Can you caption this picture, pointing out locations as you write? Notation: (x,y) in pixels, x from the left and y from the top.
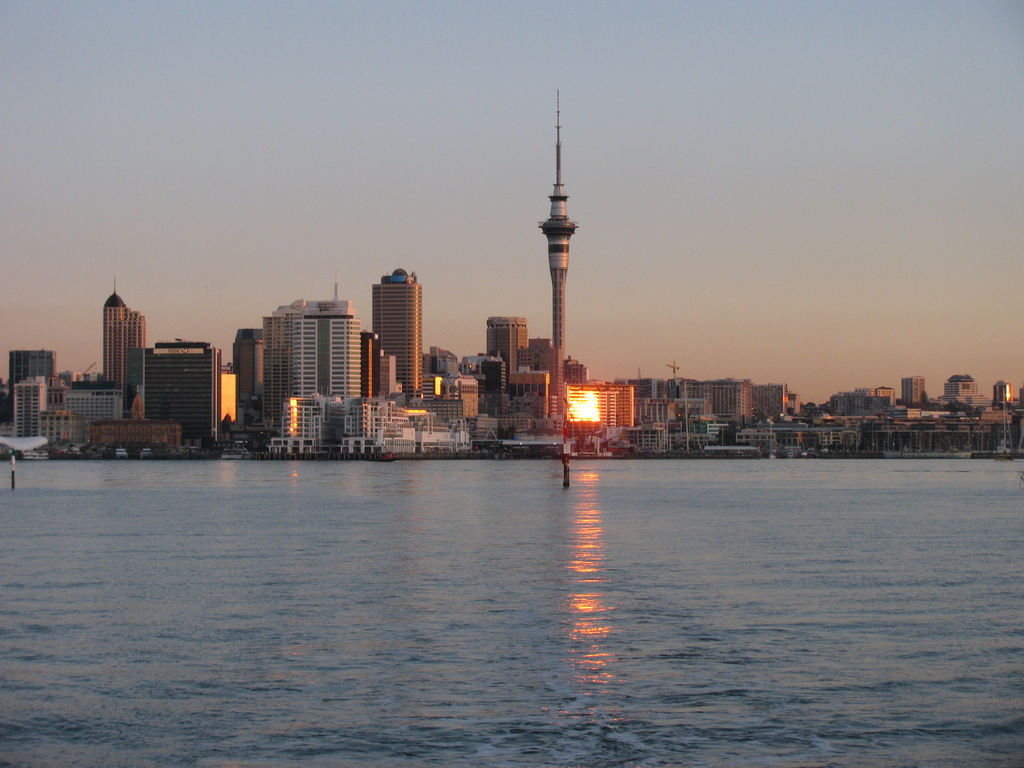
In this image I can see the water (469,570). In the background (290,435) I can see the light (575,413), many buildings (445,429) and the sky (470,259).
